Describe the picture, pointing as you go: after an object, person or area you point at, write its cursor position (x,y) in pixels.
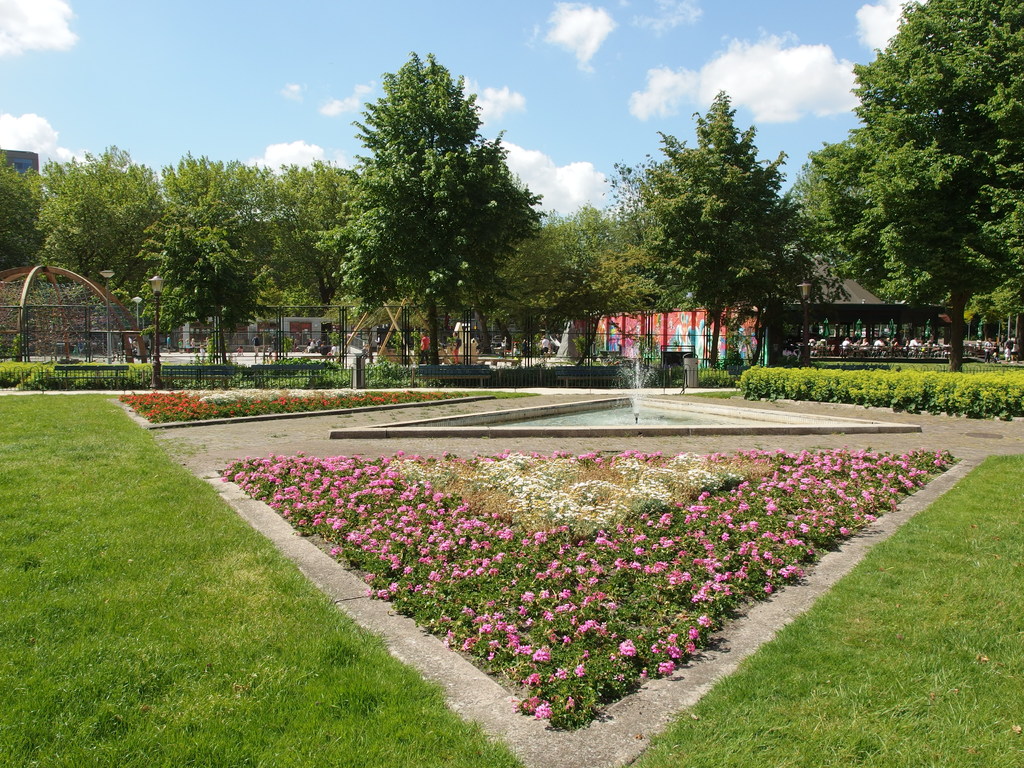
In this image we can see the lawn (227,633), flower plants (436,558), fountain (645,427), fence (640,385), shrubs (104,363), light poles (111,324), trees (778,319), people (848,345) sitting on the chairs (826,351) near the table (884,347) and the blue color sky (766,132) with clouds (757,95) in the background (772,98).
